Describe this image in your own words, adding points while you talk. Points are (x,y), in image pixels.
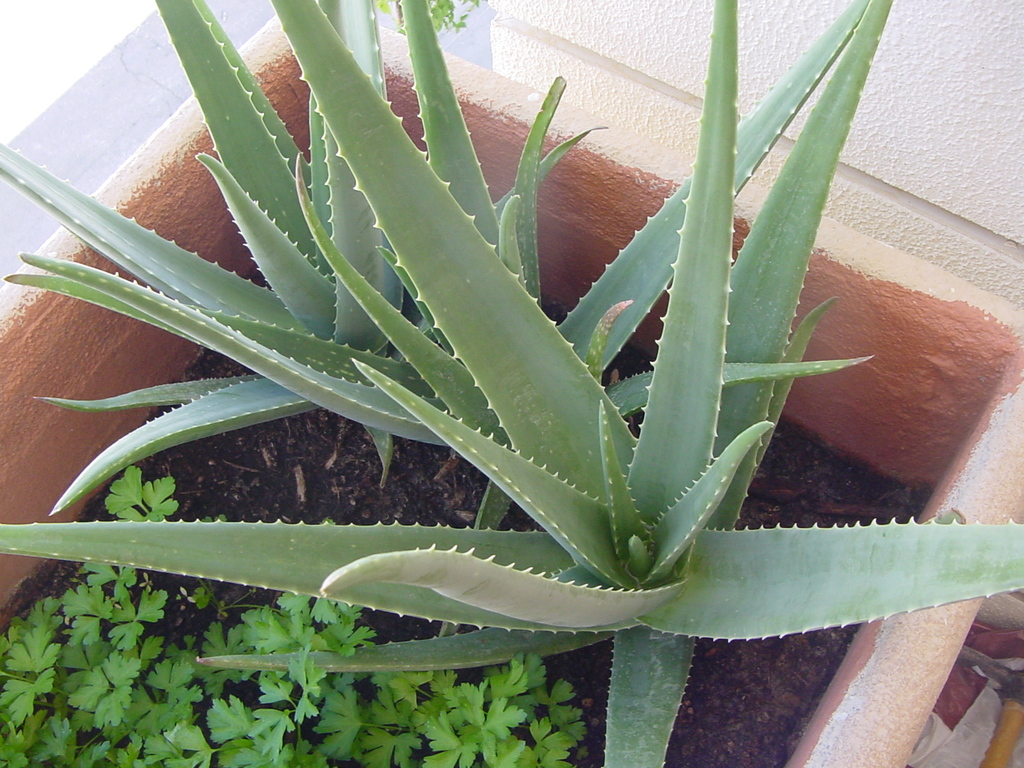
In the center of this picture (515,453) we can see the potted plants (910,583) and we can see the green leaves (151,681). In the background (134,51) we can see the ground (129,31) and some other objects (981,706).
